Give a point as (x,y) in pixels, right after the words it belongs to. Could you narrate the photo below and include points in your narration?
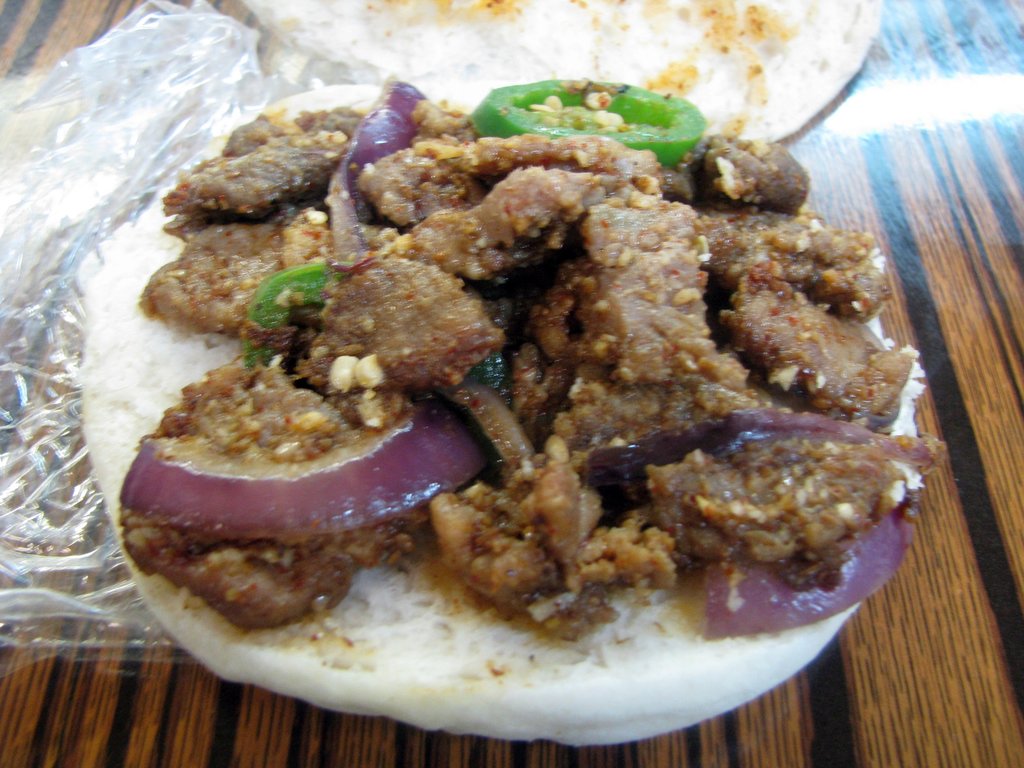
In this image we can see some food (402,554) and a cover (65,388) which are placed on the table (953,661).
